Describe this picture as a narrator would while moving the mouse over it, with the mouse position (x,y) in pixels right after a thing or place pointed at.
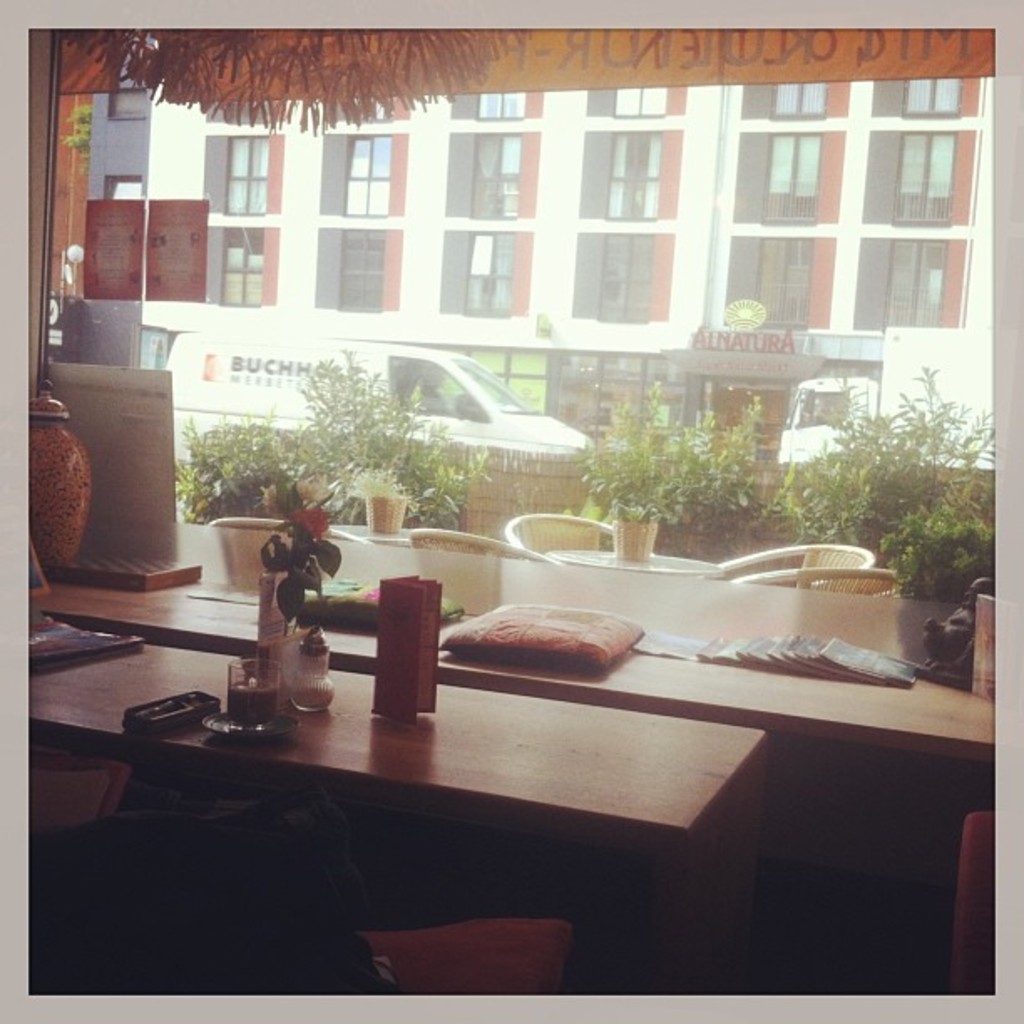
In the center of the image (418,584) we can see tables (617,699), books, saucer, plant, glass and some objects (335,606). At the bottom left side of the image (248,919), we can see some objects (268,925). At the bottom right side of the image (962,893), we can see one object (964,867). Through the glass (310,282), we can see one building (586,283), windows (800,190), vehicles (839,386), chairs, tables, pots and plants (712,501). On the glass (477,523), we can see some text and posters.
